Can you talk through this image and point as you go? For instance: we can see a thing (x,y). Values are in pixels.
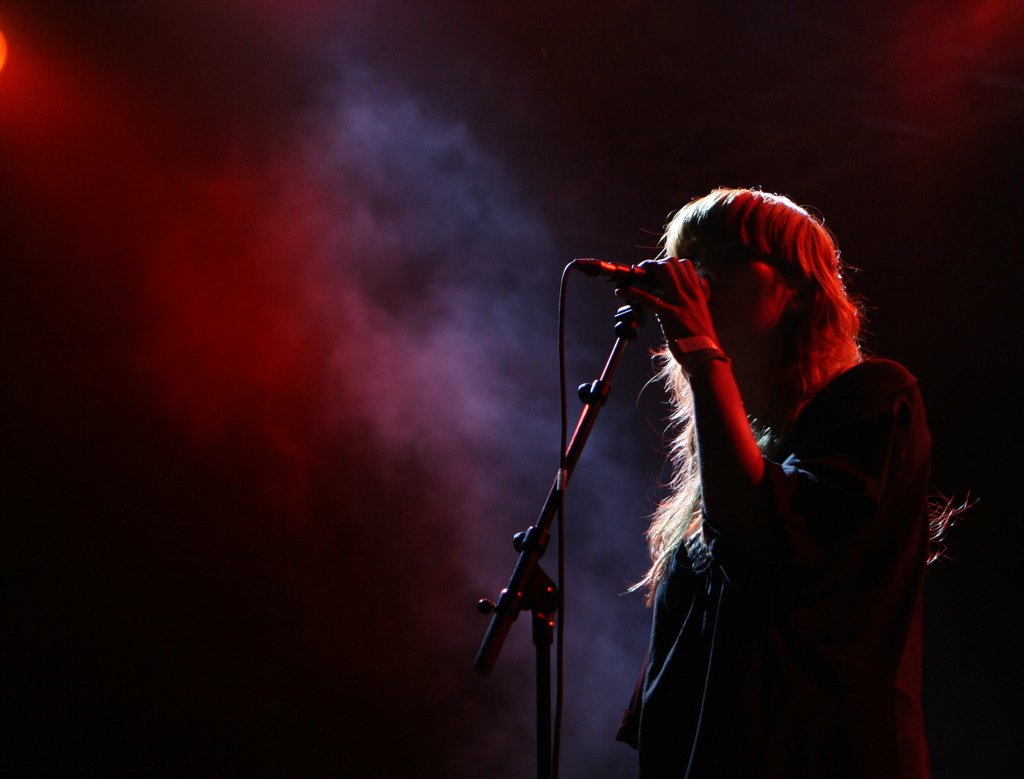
In this image we can see a woman (693,498) standing and holding the mike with the stand (502,634). In the background (512,535) we can see the smoke (458,349).
